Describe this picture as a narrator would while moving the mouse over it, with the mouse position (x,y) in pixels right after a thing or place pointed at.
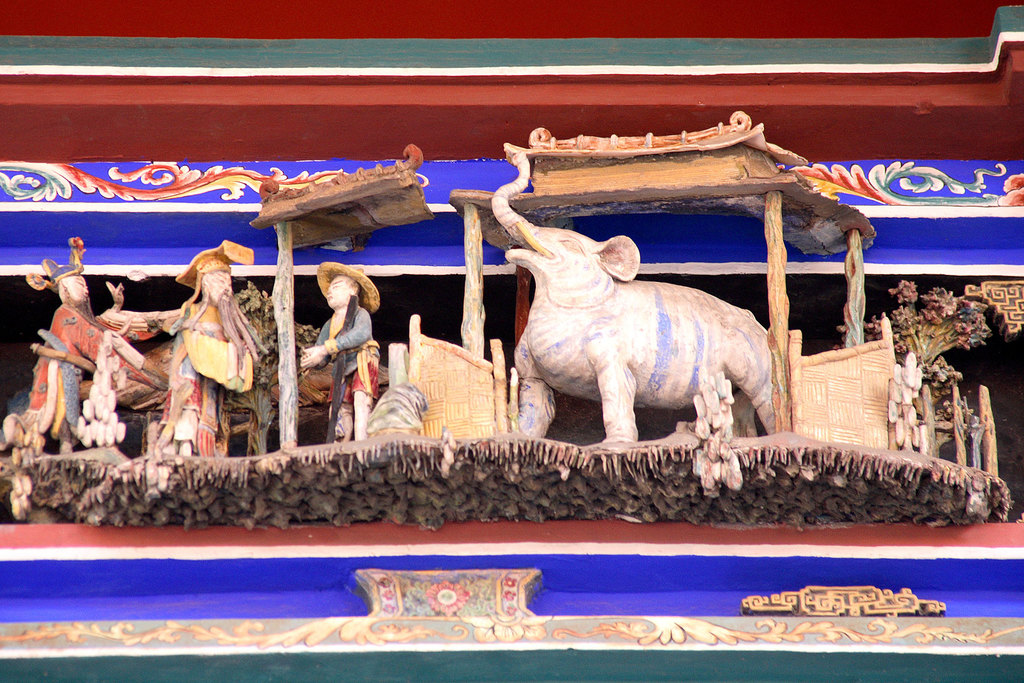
In this image we can see some sculptures (265,374) of people (87,299), and animals (583,325), also we can see the wall (460,238).
